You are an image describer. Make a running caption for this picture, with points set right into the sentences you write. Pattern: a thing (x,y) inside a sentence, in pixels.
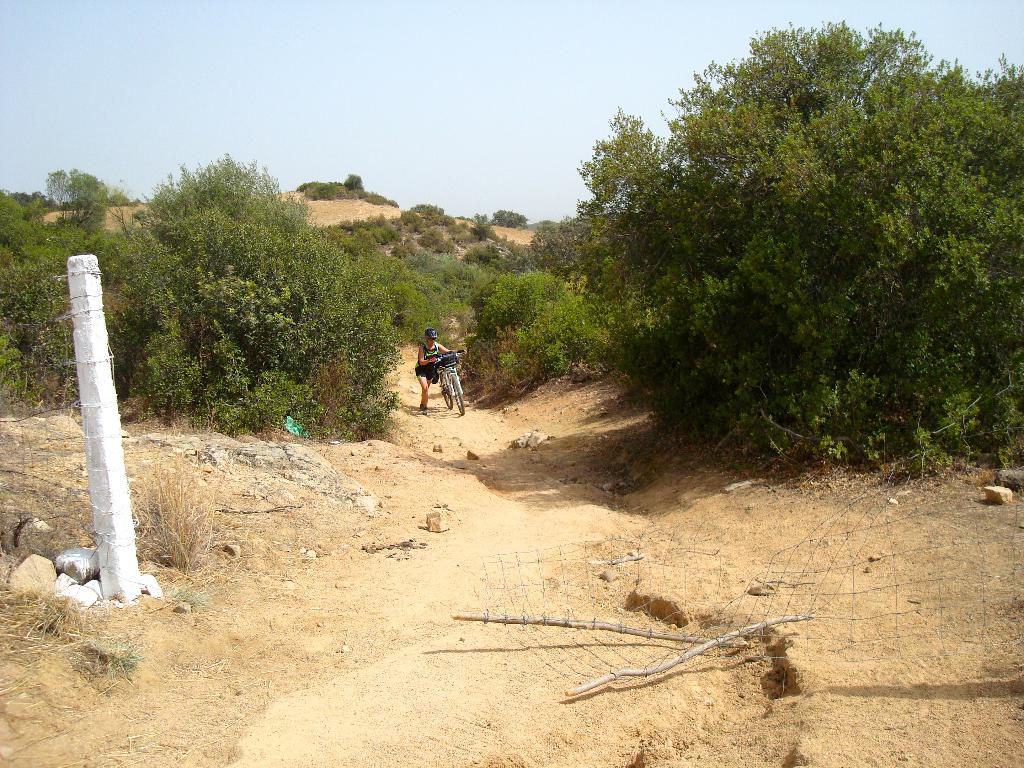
In this image we can see a woman (433,357) is holding bicycle (448,370) and moving on the sandy road (452,575). To the both sides of the image trees (204,257) are present. Left side of the image (103,466) one white color pole (97,358) is there. The sky (234,72) is in blue color.
